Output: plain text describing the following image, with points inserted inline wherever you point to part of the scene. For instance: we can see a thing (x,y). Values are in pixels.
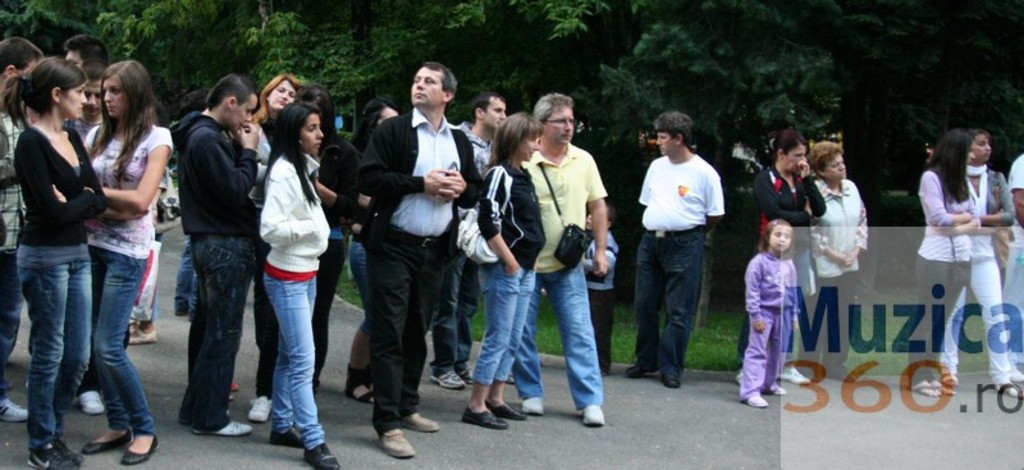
In this image, we can see people (403,221) and some are wearing bags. In the background (367,42), there are trees (409,37) and there is some text (946,383).
